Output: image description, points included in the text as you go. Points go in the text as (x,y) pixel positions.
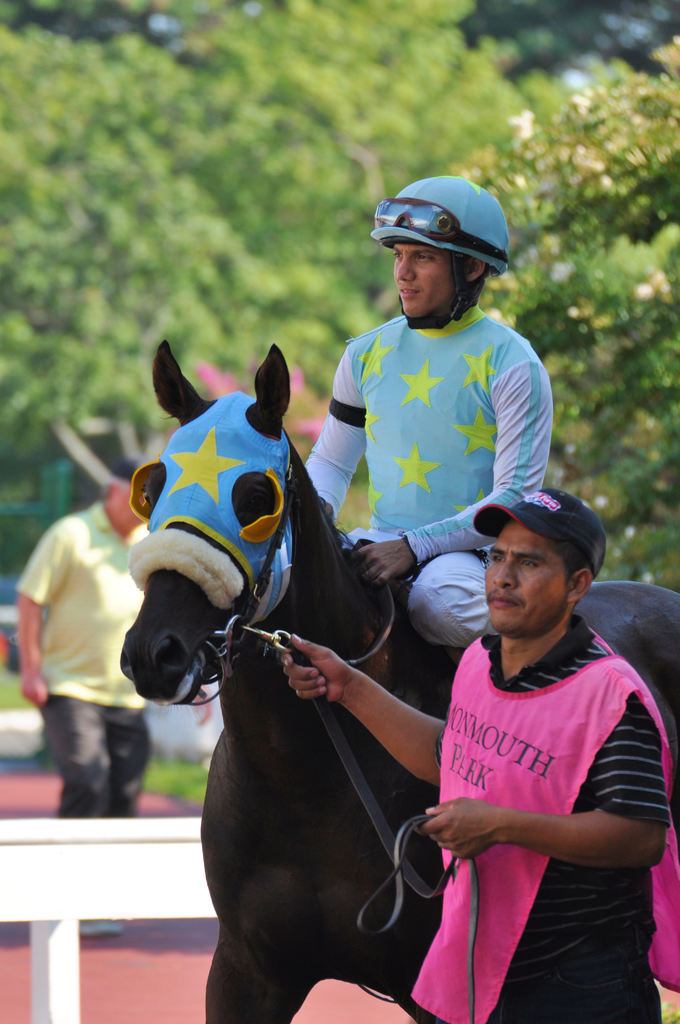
Here is man (464,789) standing and holding the horse (263,624), and the other man (356,537) is sitting and riding the horse (303,563). At background (87,736) I can see a man (101,603) standing and there are trees (264,223).
